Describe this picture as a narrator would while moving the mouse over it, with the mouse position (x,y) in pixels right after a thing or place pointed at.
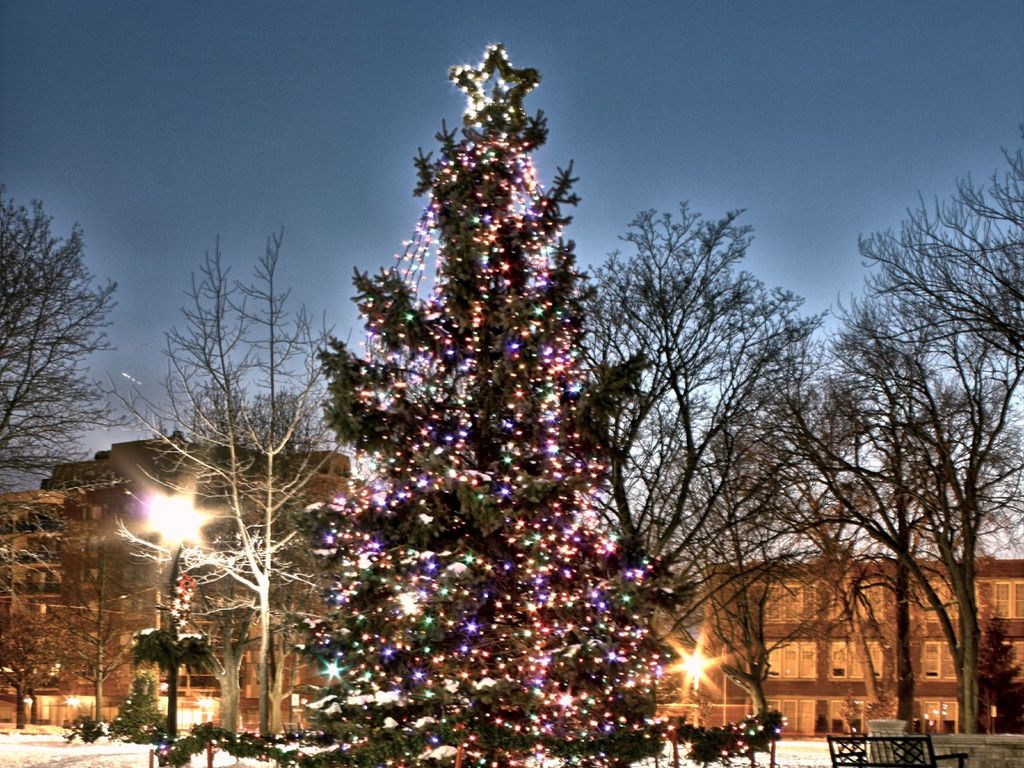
In the image I can see a tree (534,593) which is decorated with some lights (422,427) and other things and also I can see some other buildings (72,507), trees (151,724) and benches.
